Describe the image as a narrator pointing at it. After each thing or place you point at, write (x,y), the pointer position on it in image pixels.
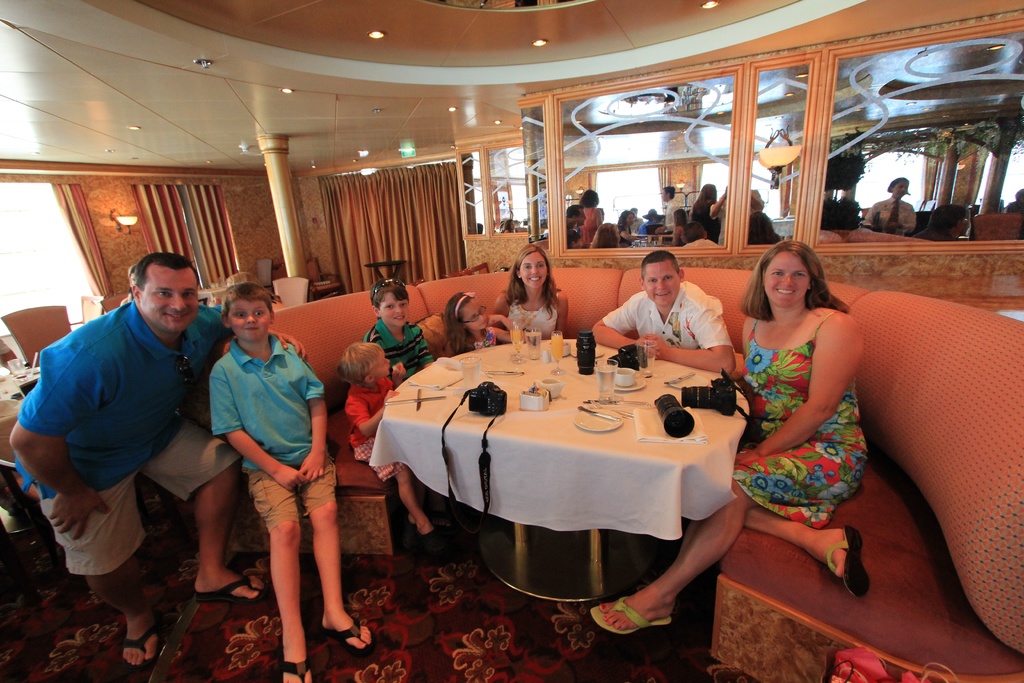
This picture is taken in the room (213,673), In the middle (497,359) there is a table (524,480) which is covered by a white cloth (662,486) and there are some people (801,345) sitting on the sofa (572,306) of orange color and in the background (618,177) there is a window (590,173) and there is a wall (316,179) of tan color.
